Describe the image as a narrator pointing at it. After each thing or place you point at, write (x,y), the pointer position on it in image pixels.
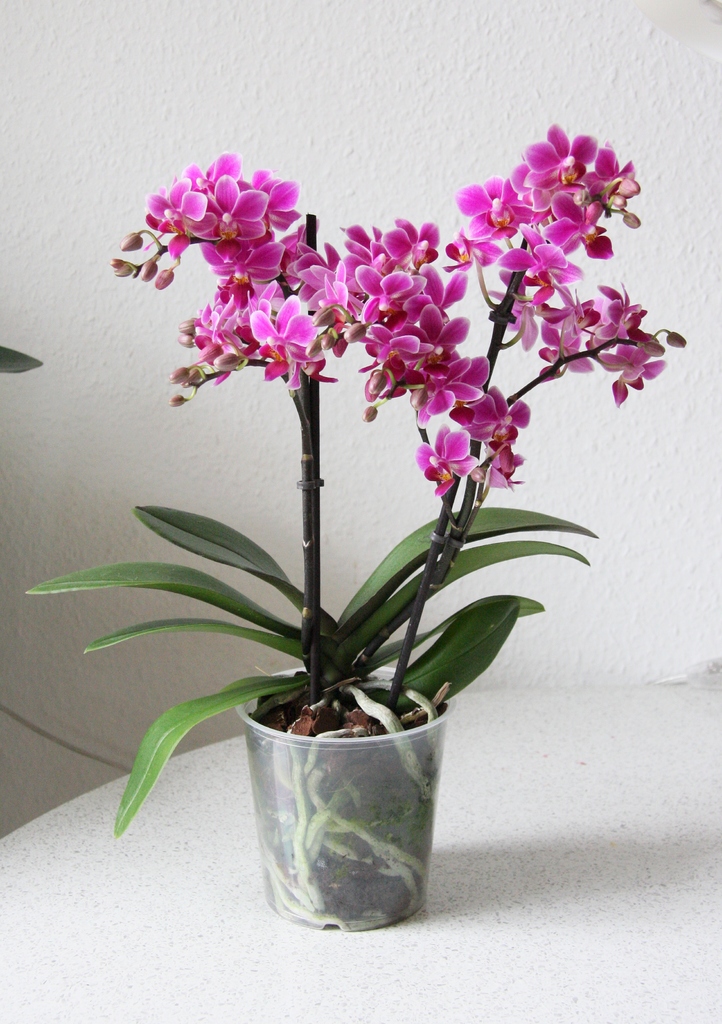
In this picture we can see a house plant (159,520) on a white surface (143,823). A wall (721,482) is visible in the background (618,115).
